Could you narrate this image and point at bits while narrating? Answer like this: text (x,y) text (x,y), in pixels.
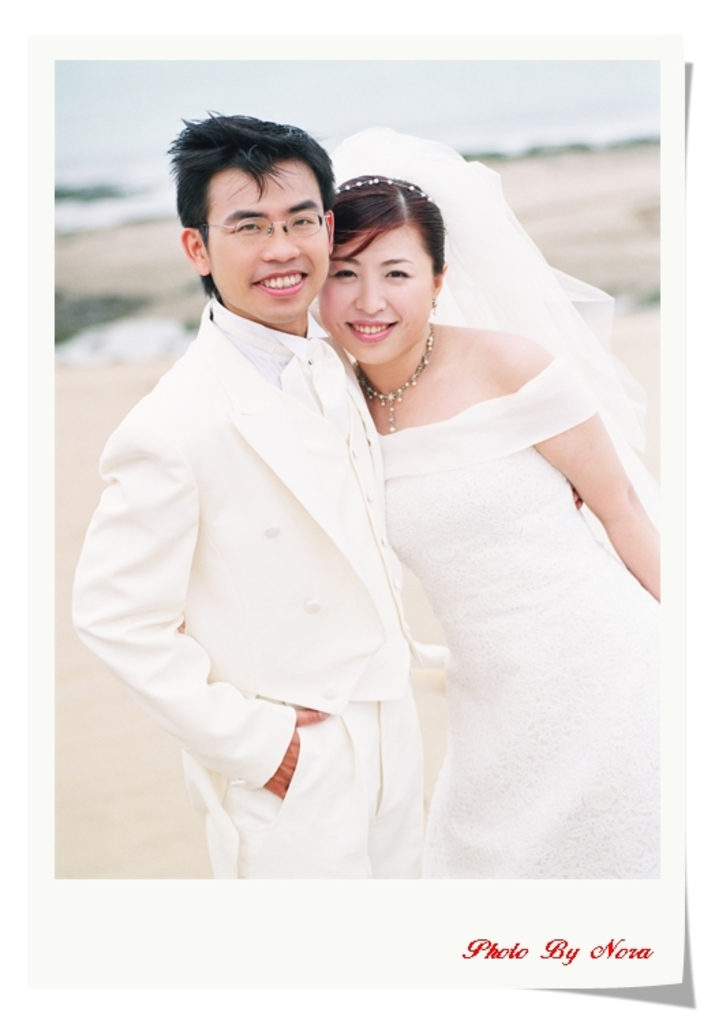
In this picture I can observe a couple (251,402). Both of them are smiling. In the bottom right side (512,951) I can observe some text (631,953). The background (140,313) is blurred.
